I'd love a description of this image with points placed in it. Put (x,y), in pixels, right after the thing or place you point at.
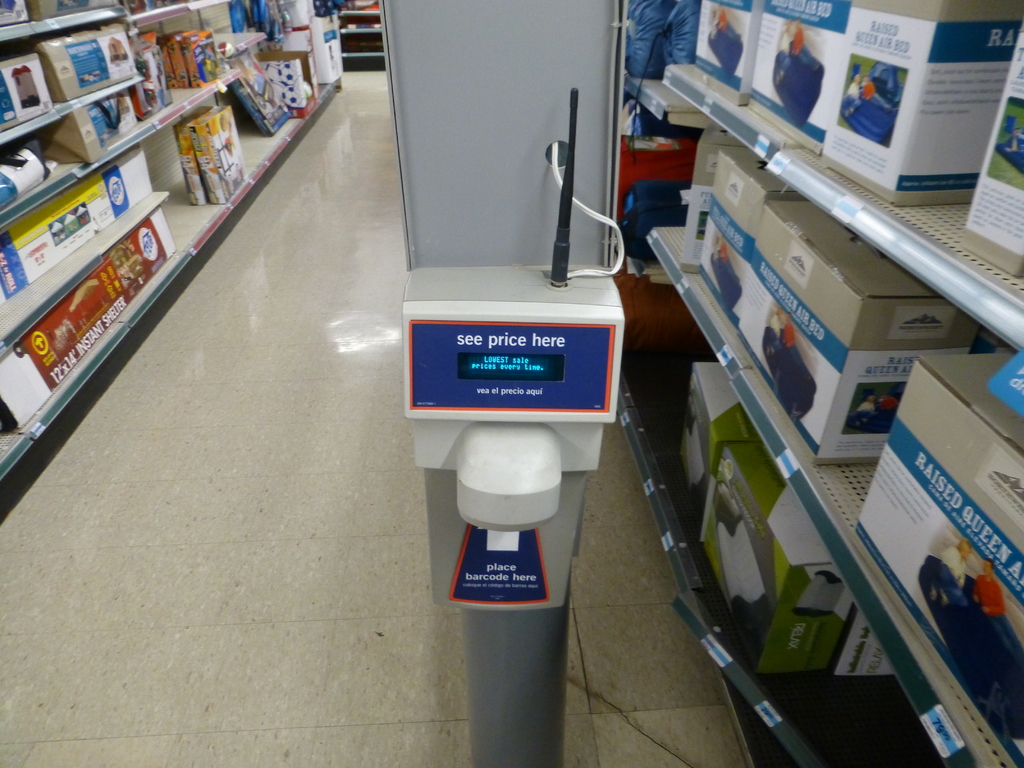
In this image I can see the floor (251,495), a metal object (495,176) which is grey in color and to it I can see a machine (499,324) which is white and blue in color. I can see few racks (832,171) on both sides of the image and in the racks (817,174) I can see few objects (872,134).
